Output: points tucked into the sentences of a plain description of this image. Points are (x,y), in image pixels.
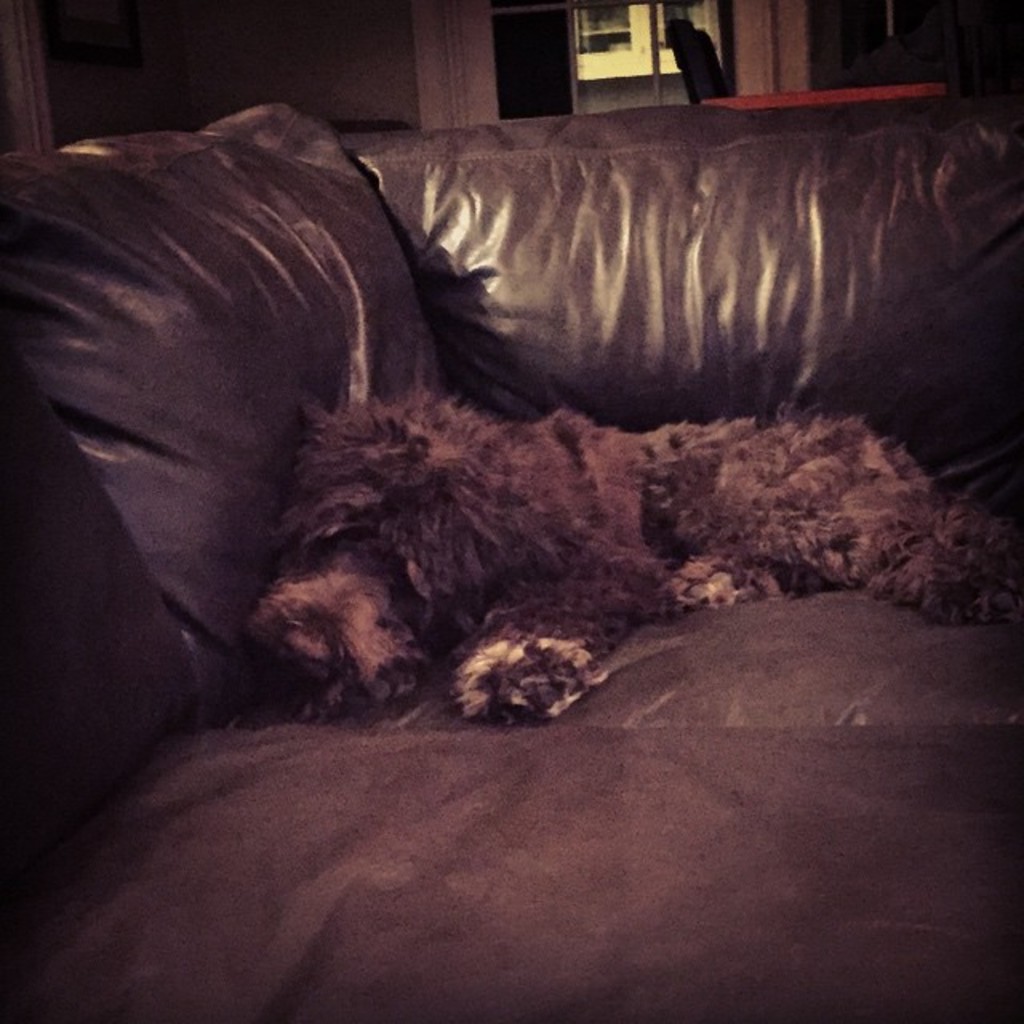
In this image, I can see a dog (443,492) sleeping on the couch (825,389). In the background (502,111), It looks like a door (532,77). At the top of the image (126,38), I think this is a frame (114,46), which is attached to a wall (143,77).
